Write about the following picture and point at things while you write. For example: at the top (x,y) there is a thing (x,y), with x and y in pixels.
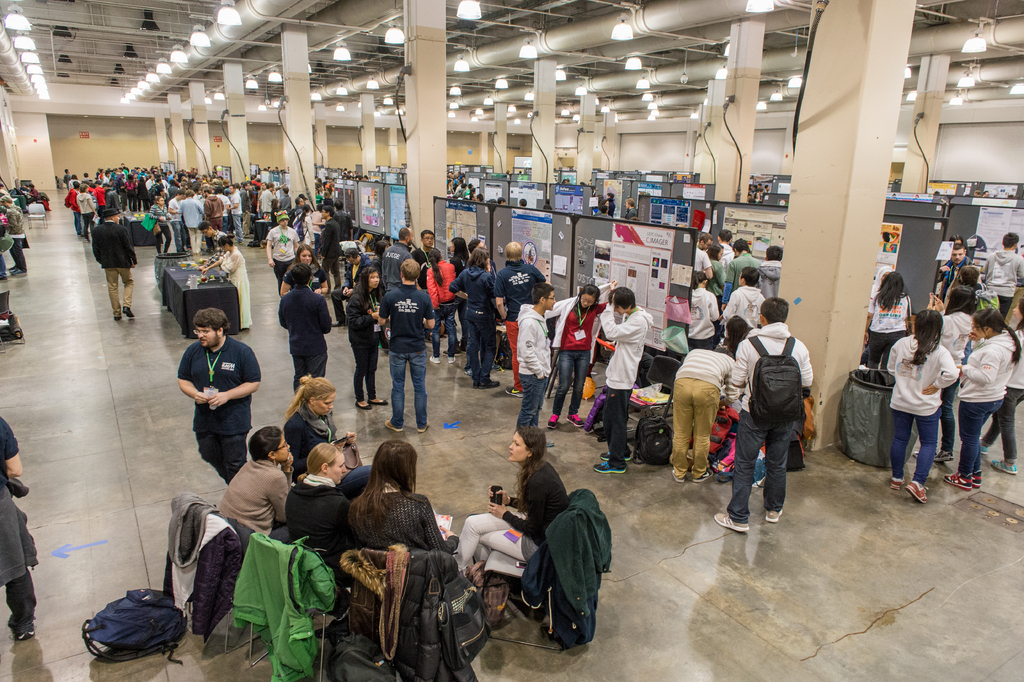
In the picture I can see a group of people (578,396) among them some are standing on the floor (613,502) and some are sitting on chairs (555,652). In the background (372,227) I can see the pillars (594,168), boards (624,222) which has papers (629,237) attached to them, lights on the ceiling (587,3), walls (94,124) and some other objects (647,429) on the floor (177,434).
